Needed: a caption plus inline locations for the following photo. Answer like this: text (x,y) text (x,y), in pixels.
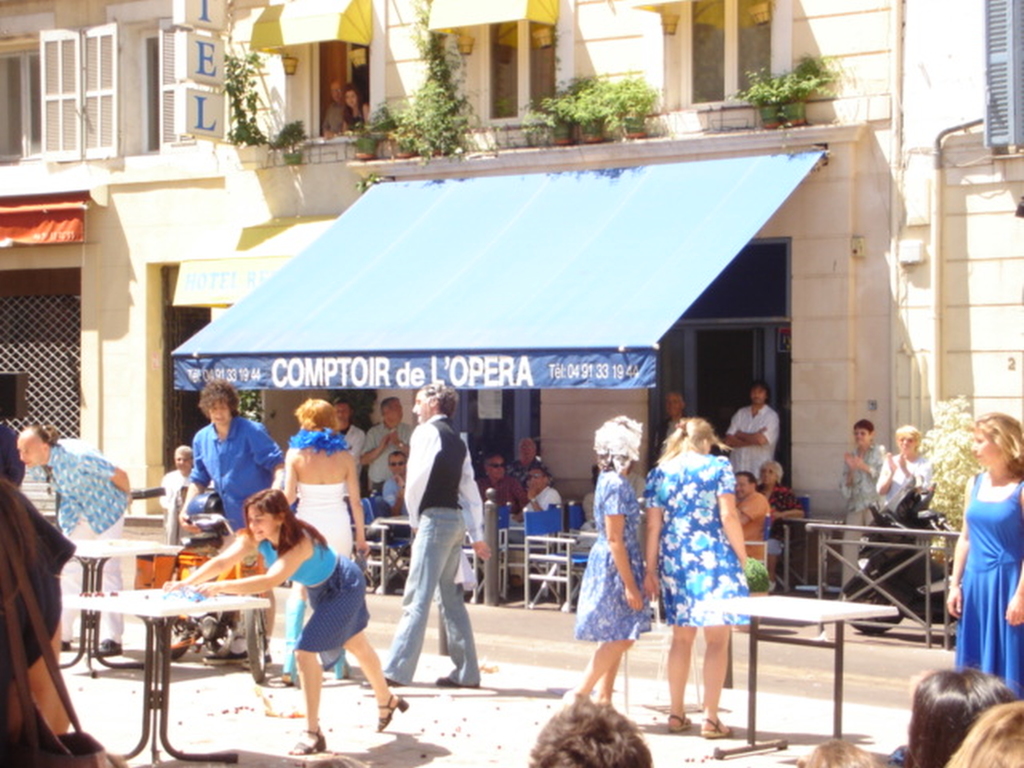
In the image there are few people (315,534) in the street (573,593) and over the background (582,381) it seems to be a store (501,321) and building (171,173).
